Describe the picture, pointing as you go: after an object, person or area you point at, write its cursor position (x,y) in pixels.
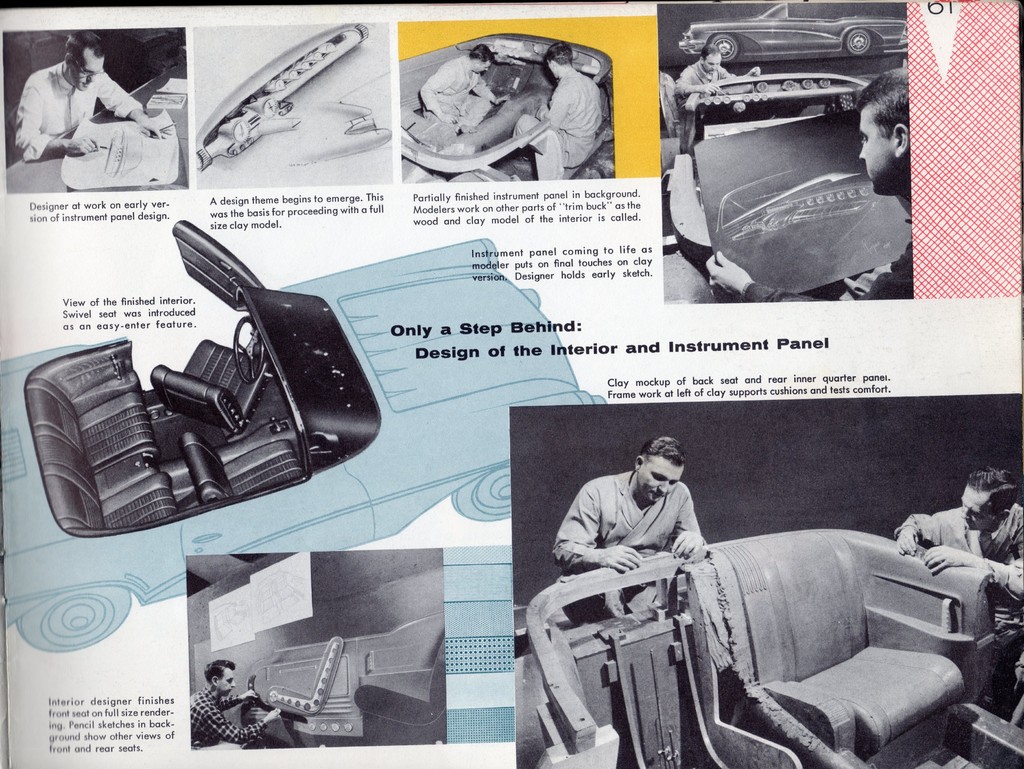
In this image we can see a paper (400,243) with text (311,208). Also there are images of people (78,77), vehicles (382,280) and some other objects (794,569).
